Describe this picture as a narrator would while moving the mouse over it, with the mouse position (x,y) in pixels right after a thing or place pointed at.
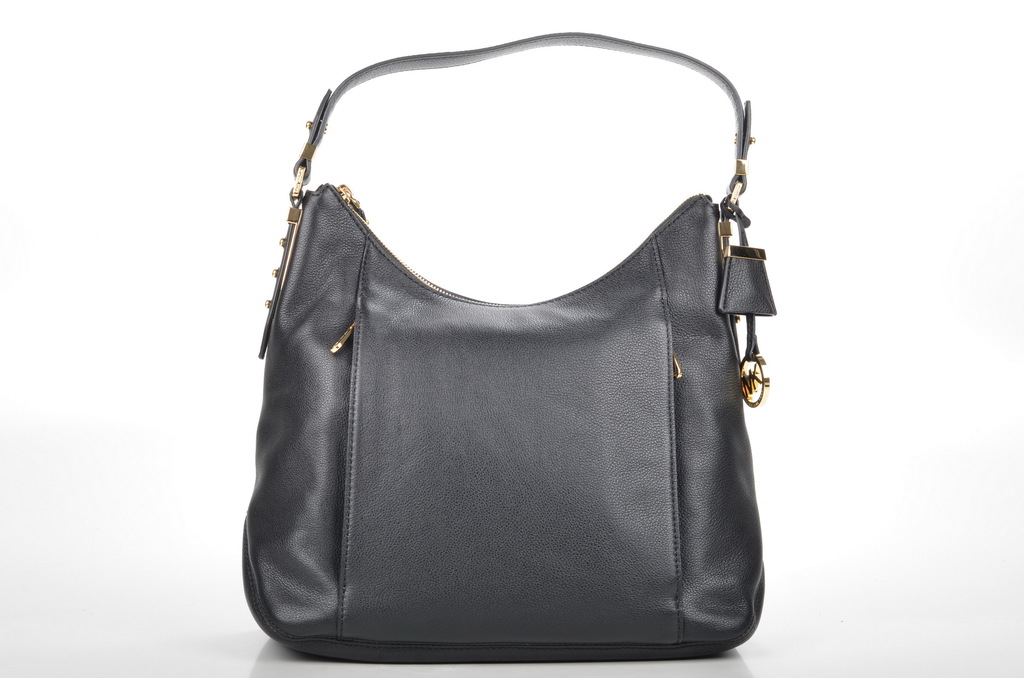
In this picture we can see a black color bag (458,382) with belt (334,108) and some chain (747,352) to it.
